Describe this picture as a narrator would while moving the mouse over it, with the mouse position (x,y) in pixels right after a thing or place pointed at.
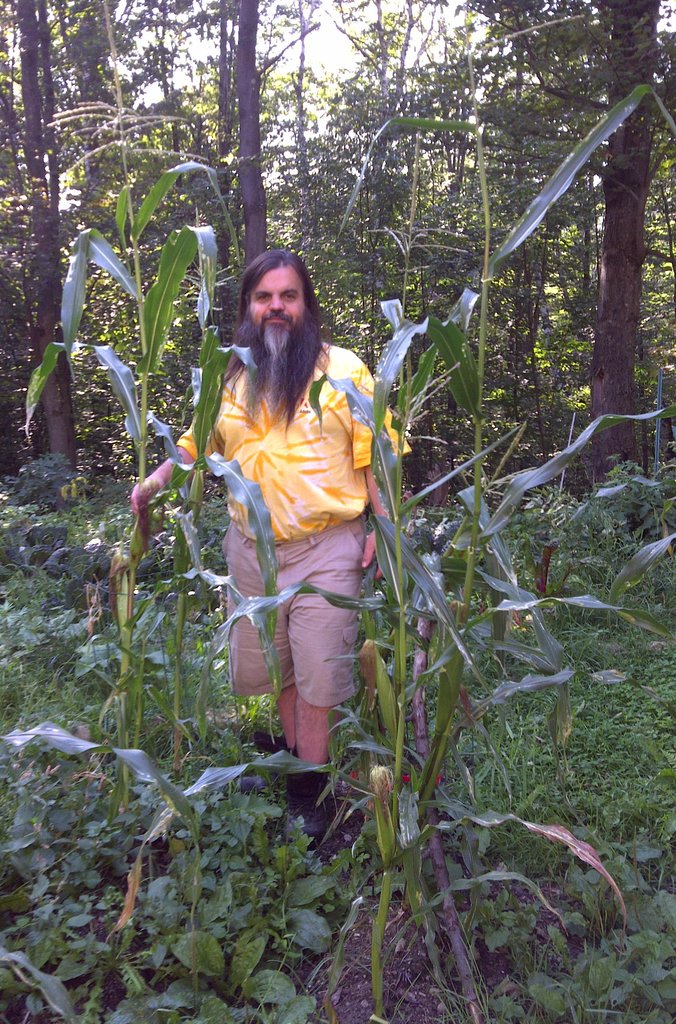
In this picture there is a man (321,434) who is wearing shirt (376,435), short (349,542) and shoe (304,812). He is standing on the ground (418,1000), besides him we can see many plant (623,473) and grass (650,643). In the background (649,326) we can see many trees (583,325). At the top (344,15) there is a sky (341,18).
